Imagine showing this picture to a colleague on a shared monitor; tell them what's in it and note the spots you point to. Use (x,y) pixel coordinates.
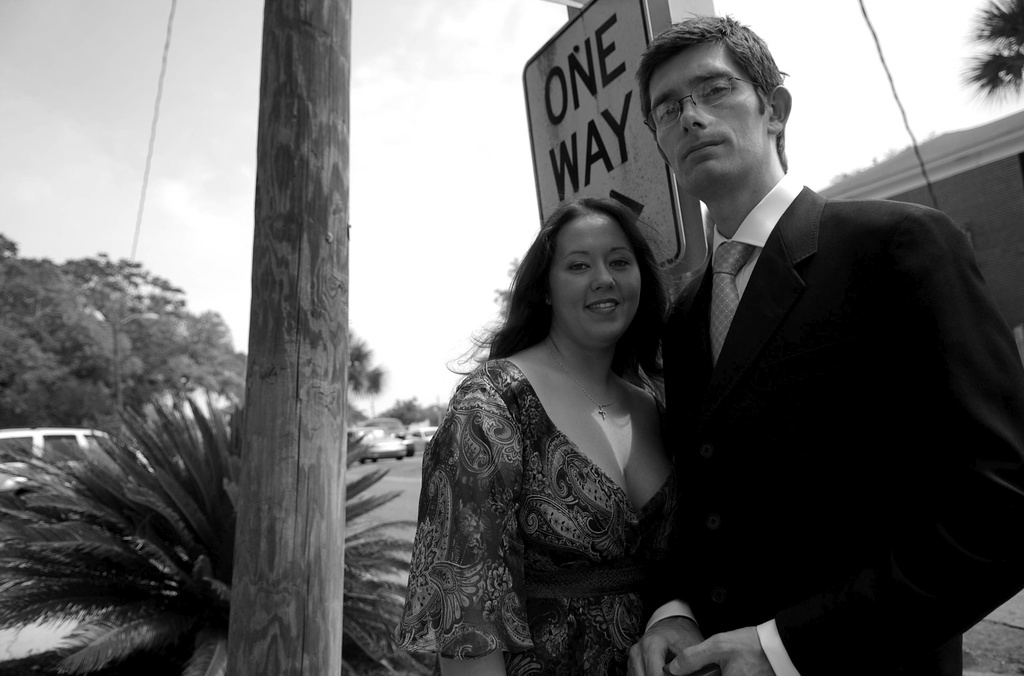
In the foreground of this black and white image, there is a couple (745,413) standing in front of a sign board pole (624,18). On the left (276,420), there is a trunk (312,327) and a plant (166,519). In the background (184,349), there are vehicles (397,439) moving on the road (404,479), trees (421,410), cables (147,178), sky (426,158) and the cloud (427,90).
